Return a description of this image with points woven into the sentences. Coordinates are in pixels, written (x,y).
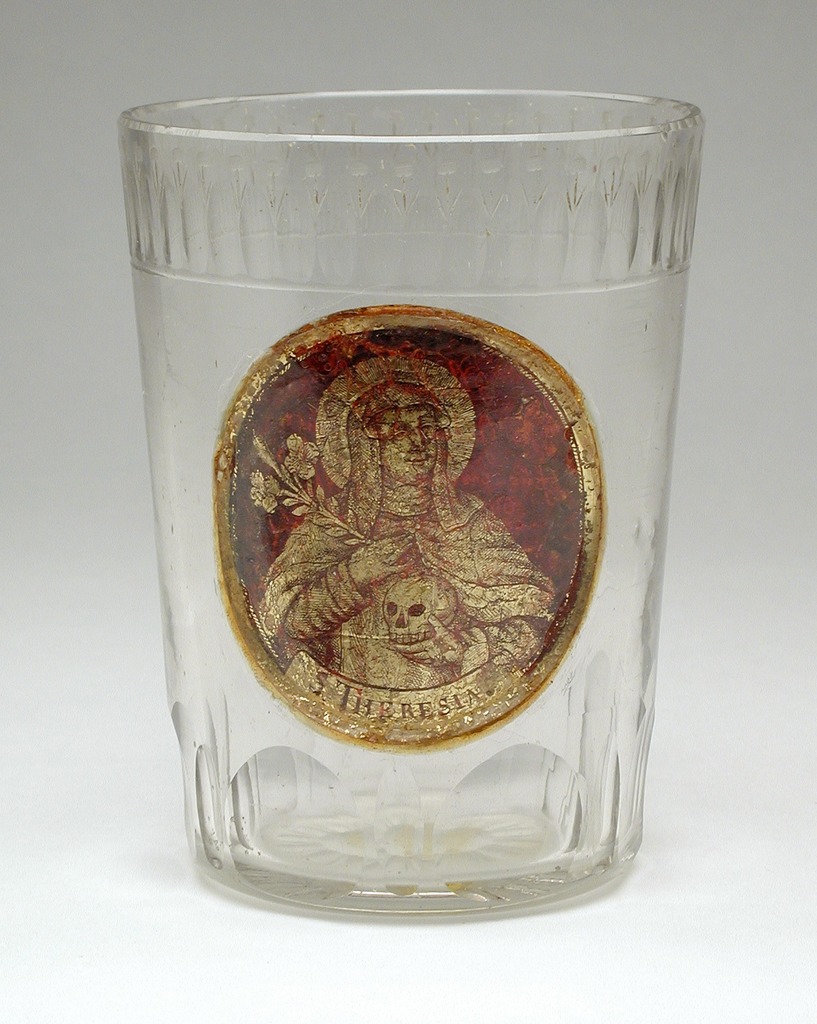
In this image there is a glass (267,784) on the object (526,934), and there is a sticker (369,594) of a person (345,660) on the glass (612,622).
